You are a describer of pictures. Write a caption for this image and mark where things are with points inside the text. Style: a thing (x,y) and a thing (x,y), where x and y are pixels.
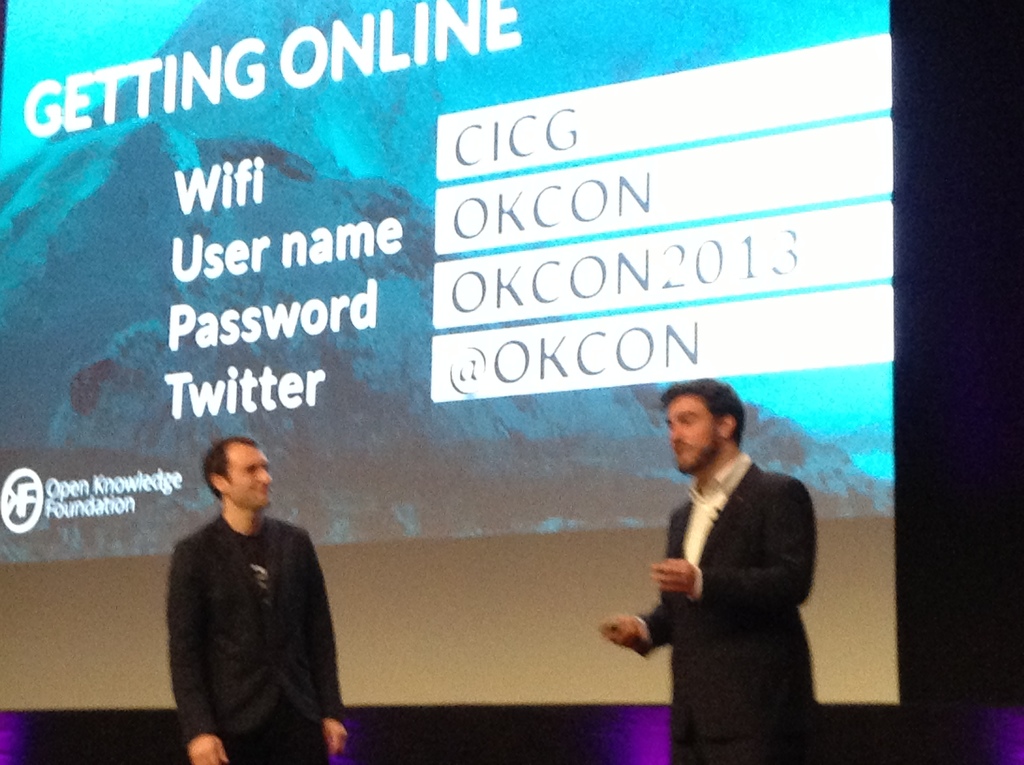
In the image we can see there are two men (675,749) standing and they are wearing formal suit (231,589). Behind there is a projector screen (446,219).
